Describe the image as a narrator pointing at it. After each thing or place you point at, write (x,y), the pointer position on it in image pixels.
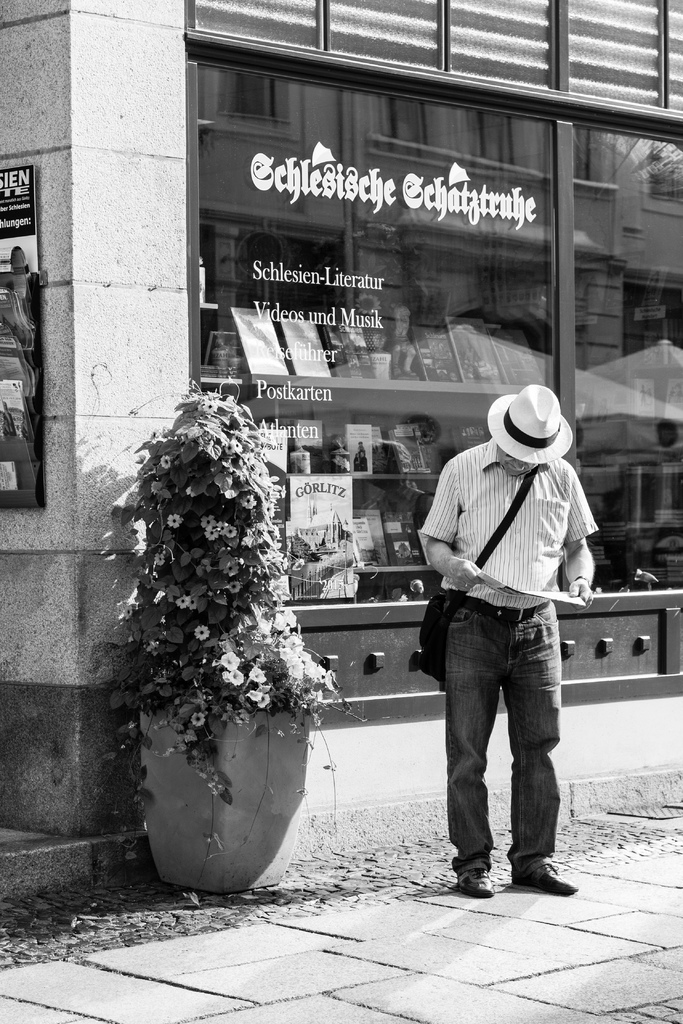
In this image we can see a person (549,621) standing and reading some object (543,596). There is plant (216,702) in a pot (237,739) in the image. There is store (393,181) behind a person (530,671).
